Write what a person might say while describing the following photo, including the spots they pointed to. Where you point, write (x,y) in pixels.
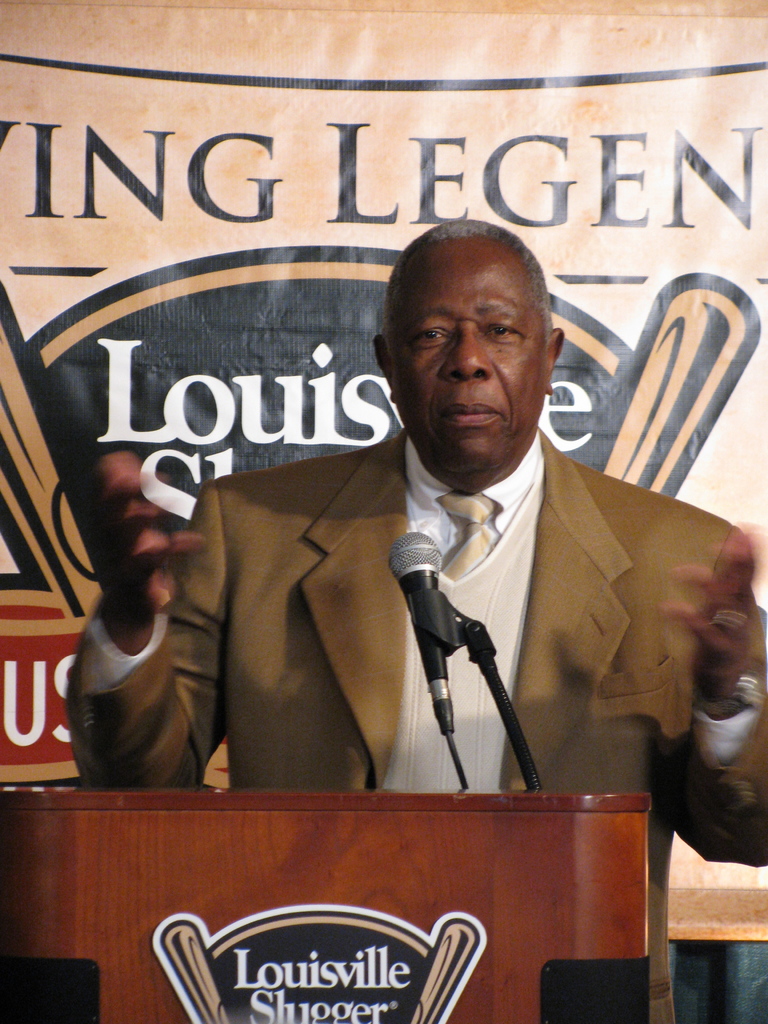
This is the man (413,737) standing. This looks like a podium (412,847) with a mike (450,694). At the bottom of the image (252,995), I can see a poster (339,976), which is attached to a podium (407,916). In the background (253,398), I think this is a banner (634,251) with a logo (251,345) and letters (137,188) on it.
